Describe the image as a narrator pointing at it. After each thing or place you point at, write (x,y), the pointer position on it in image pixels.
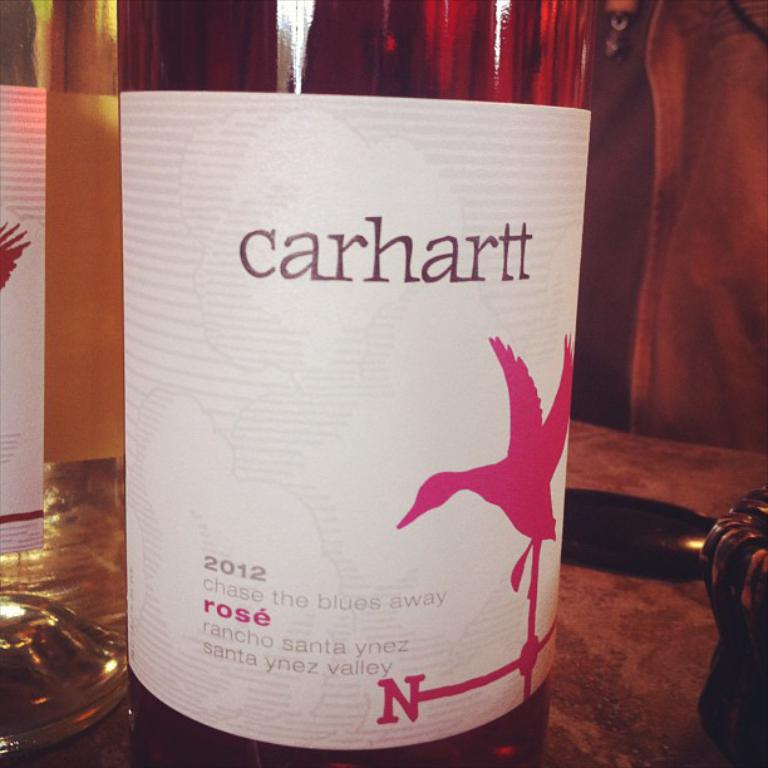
This picture shows a wine bottle (521,745) on the table (561,722).
